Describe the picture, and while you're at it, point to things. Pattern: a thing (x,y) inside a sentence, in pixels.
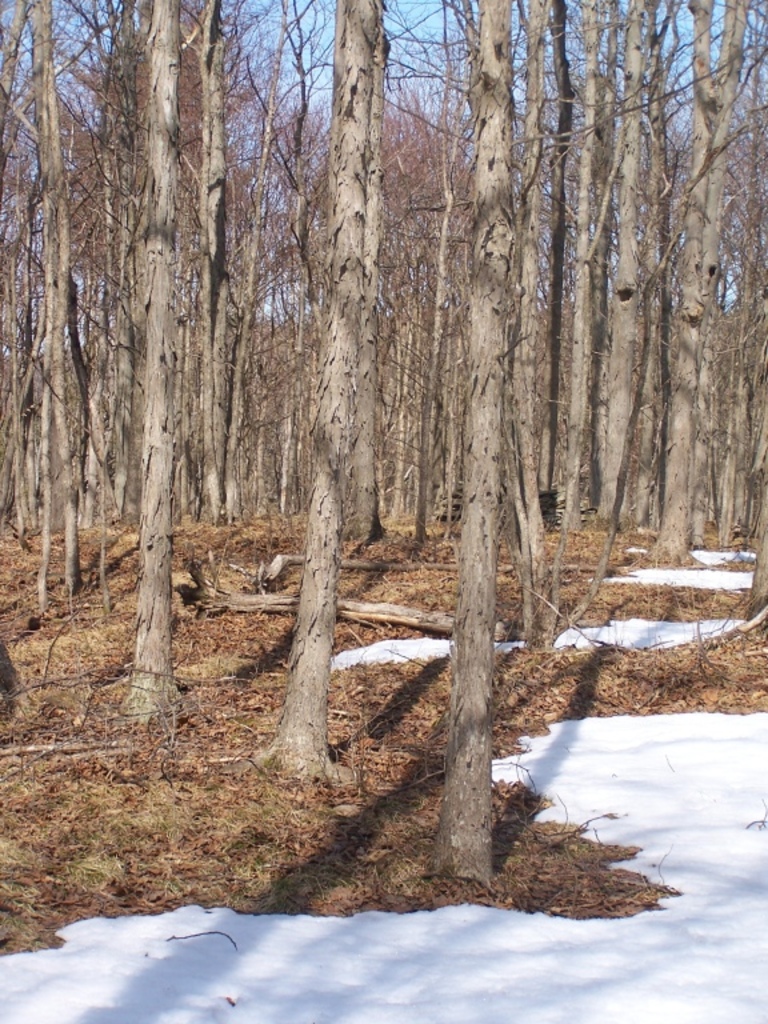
In the image there are a lot of dry trees (262,426) on a land (586,593) and in between them there is some snow (592,725).
